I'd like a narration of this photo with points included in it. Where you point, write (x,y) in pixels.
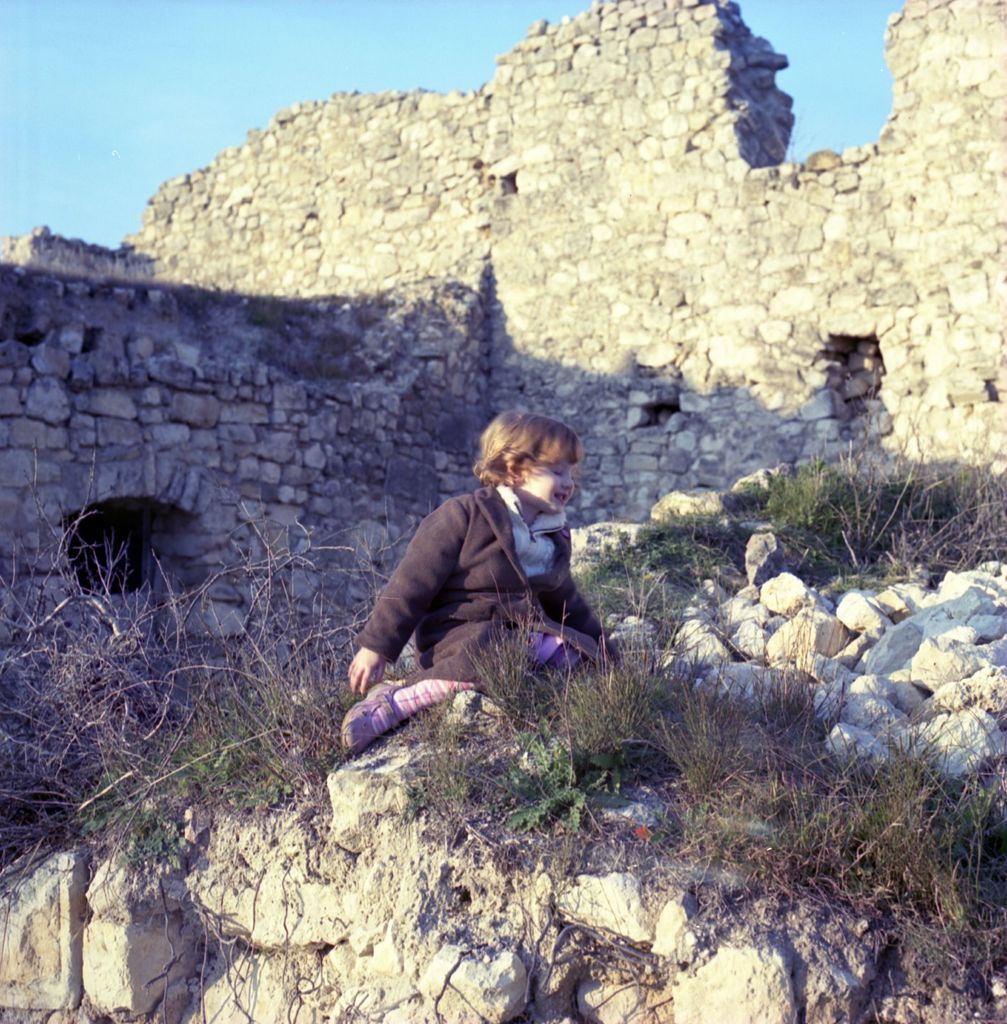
In the image there is a kid (438,680) sitting on the rock surface (470,697), around the kid (389,653) there is grass (997,873), plants (183,611) and in the background (265,230) it seems like there is a fort (678,288).
